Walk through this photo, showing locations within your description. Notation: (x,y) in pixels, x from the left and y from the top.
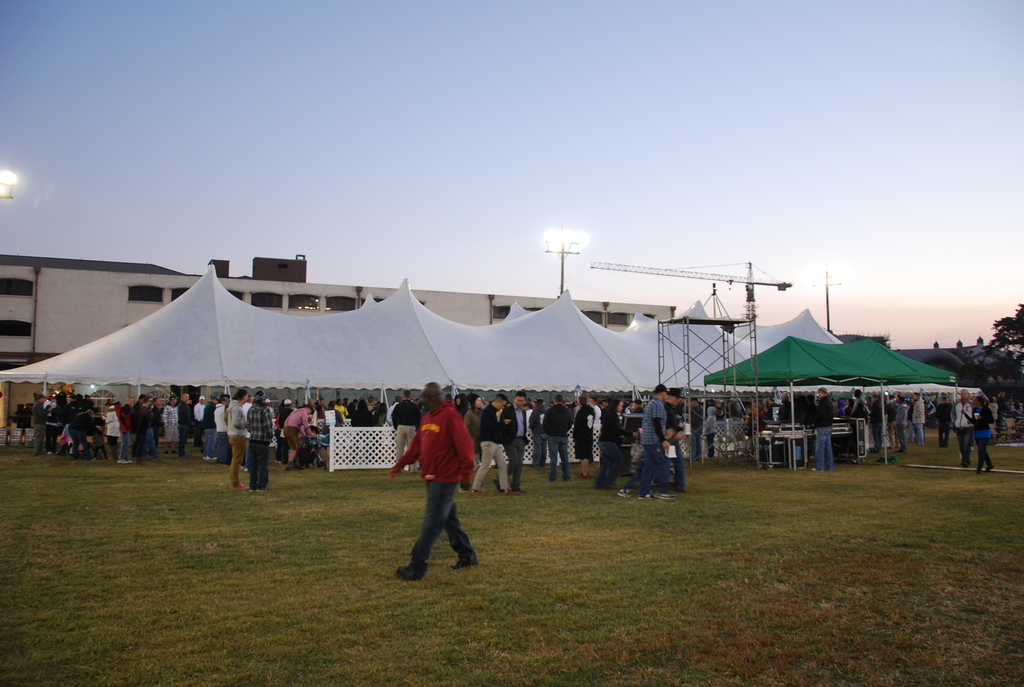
In this image, we can see a group of people (441,513), tents (378,368), rods (883,426) and few objects (776,449). Few people (443,473) are walking on the grass (896,598). On the right side of the image (1010,344), we can see a tree (1017,329). Background (871,305) we can see the walls (72,332), windows (8,332), pipes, poles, lights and sky (540,195).
